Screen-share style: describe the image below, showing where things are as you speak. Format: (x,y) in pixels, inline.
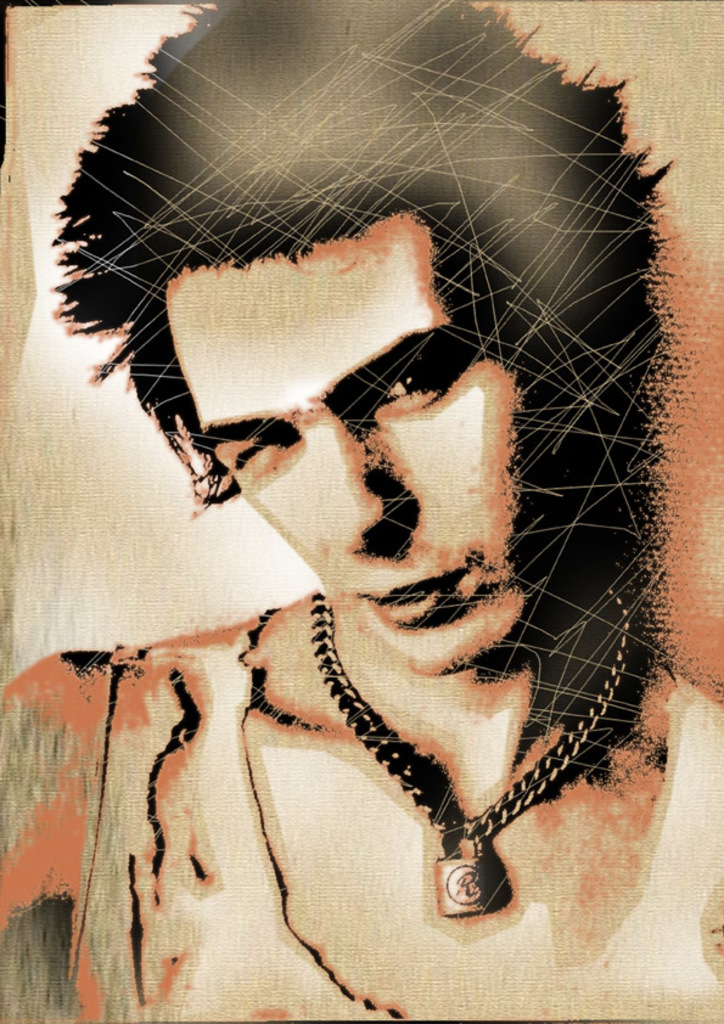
In the image we can see a painting (420,562) of a man (430,444) wearing clothes (720,896) and a neck chain (476,851).
